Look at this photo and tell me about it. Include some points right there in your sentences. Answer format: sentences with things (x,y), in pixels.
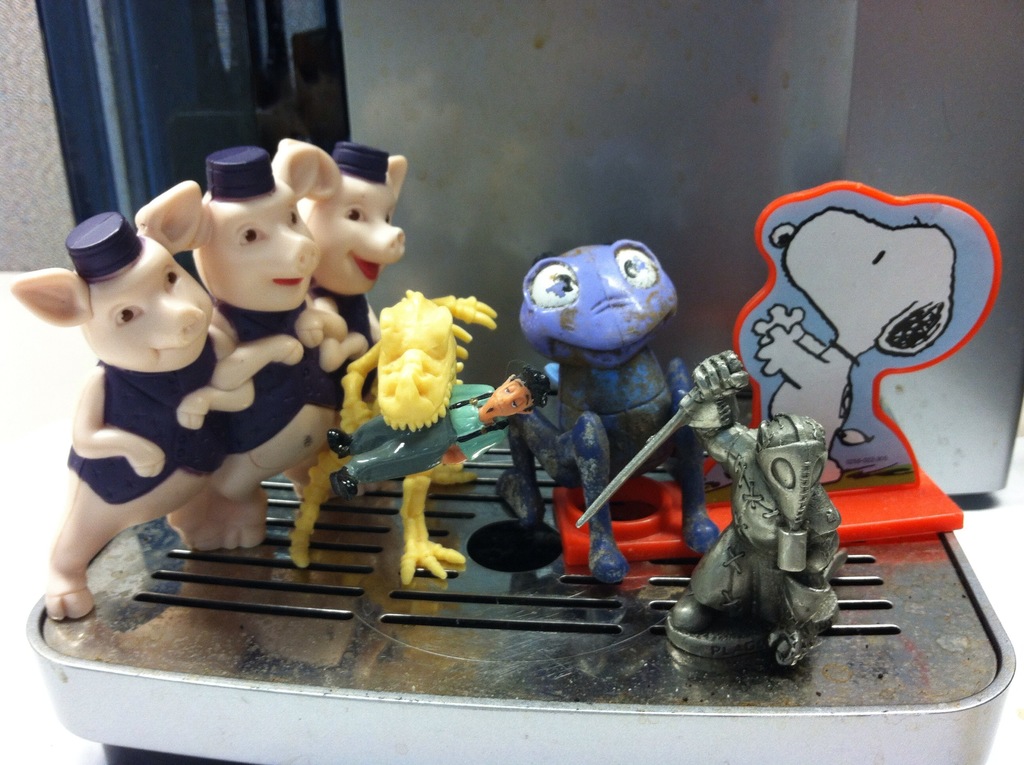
This picture shows few toys (380,264) on the machine (405,650), It is on the table (35,756) and we see the wall (7,8).
